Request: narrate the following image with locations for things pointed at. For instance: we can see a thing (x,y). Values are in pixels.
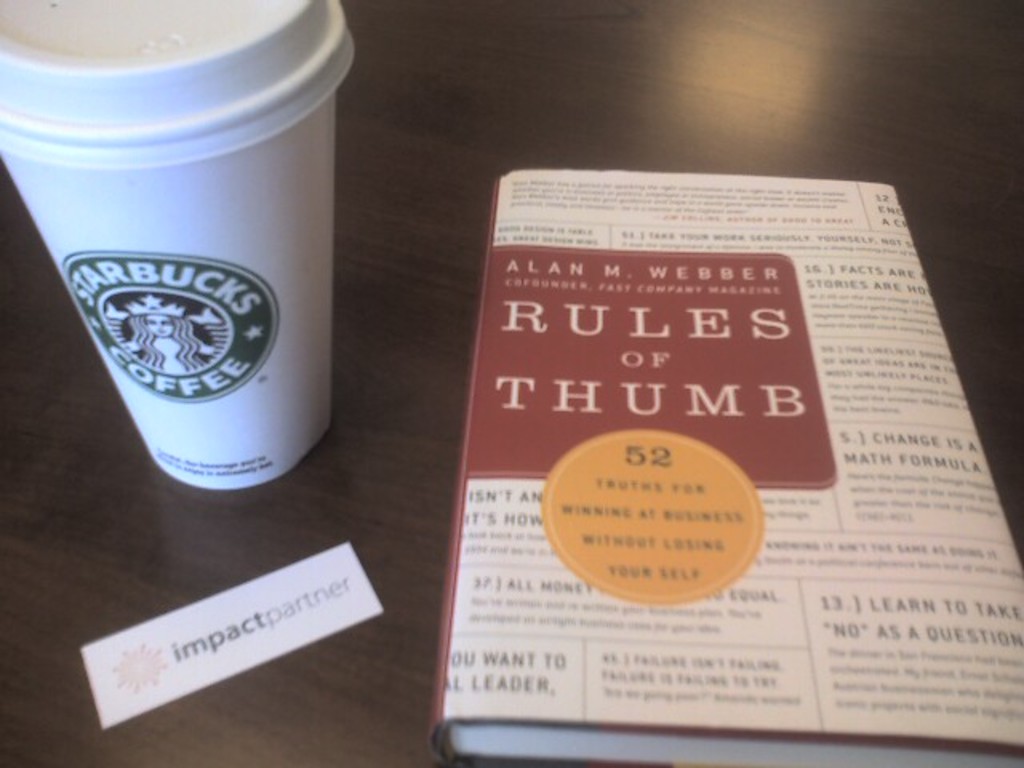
In the image there is a coffee mug (218,243) along with a book (744,439) on a table (376,559).
